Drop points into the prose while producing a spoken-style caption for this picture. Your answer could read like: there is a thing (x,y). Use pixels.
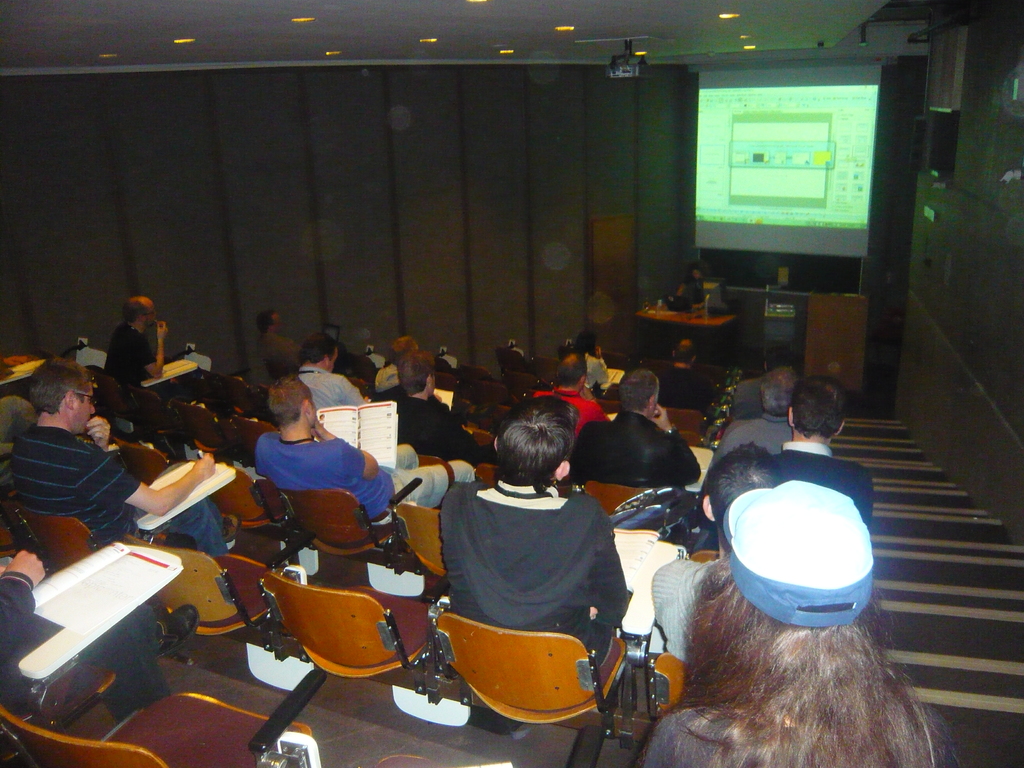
In this image we can see a group of persons (362,466) are sitting on the chair (250,415), and here is the wall (287,227), and in front here is the projector screen (754,176), and here is the staircase (913,518).
